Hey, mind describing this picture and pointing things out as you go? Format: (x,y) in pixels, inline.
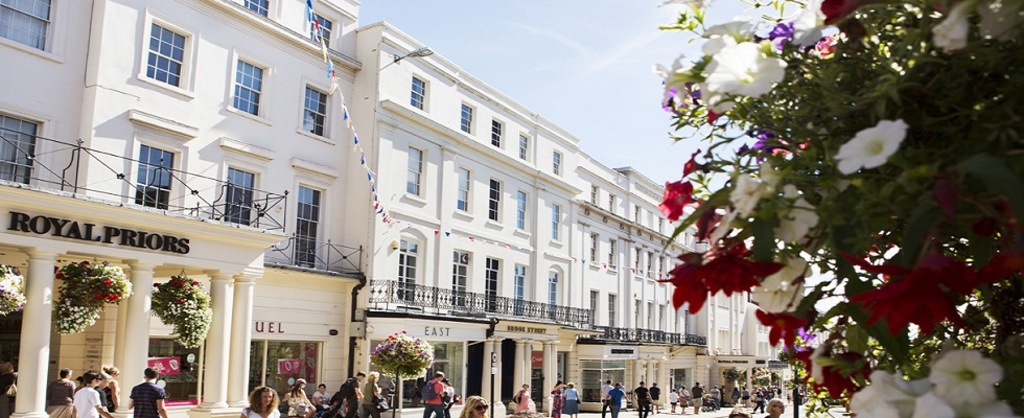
There are few buildings (272,172) in the left corner (297,201) which are white in color and there are few people (617,403) standing in front of it and there are few flowers (762,66) which are in white and red color in the right corner (760,270).
